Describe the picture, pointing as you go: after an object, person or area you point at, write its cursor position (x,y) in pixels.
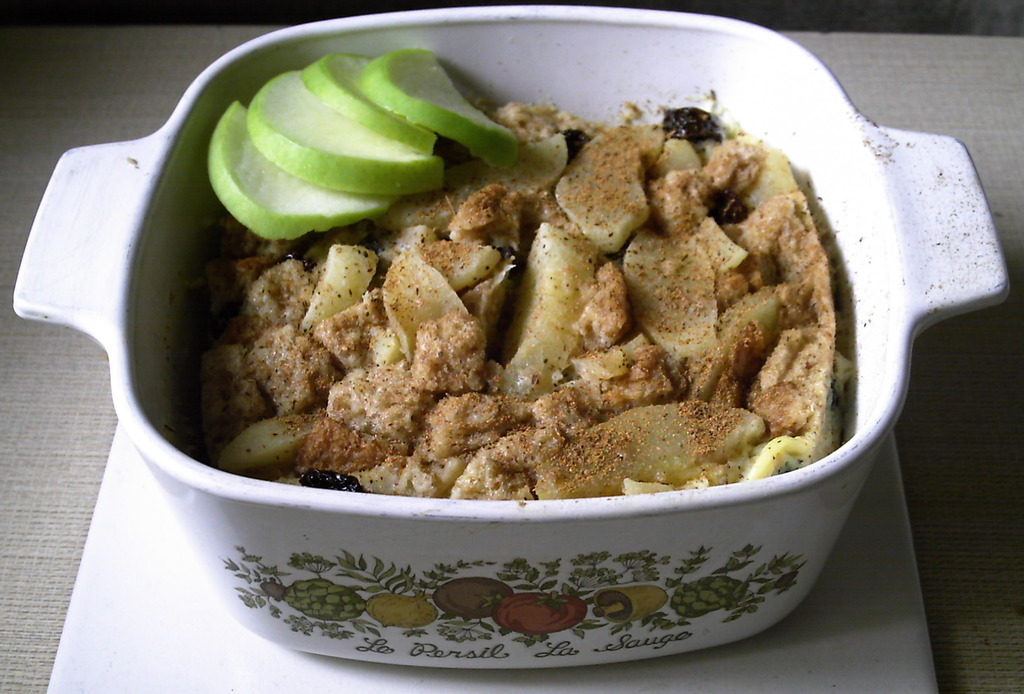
This image consists of a vessel (904,217) in which I can see food items (547,314) kept in a tray (827,656) on the table (965,556). This image is taken, maybe in a room (830,8).
